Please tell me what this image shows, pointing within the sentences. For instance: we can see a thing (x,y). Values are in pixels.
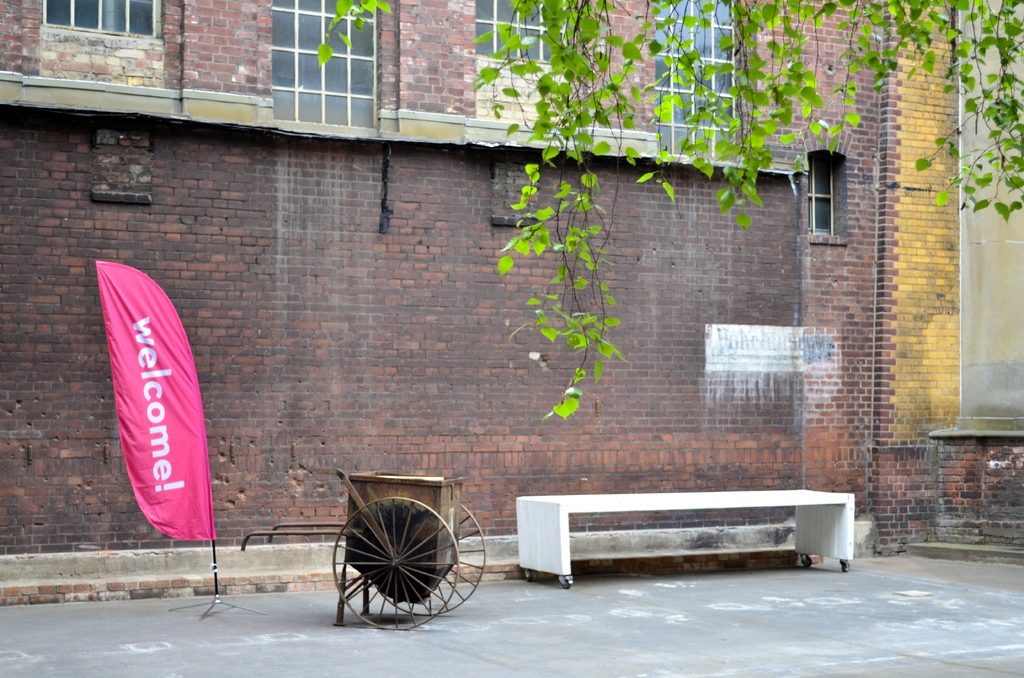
This picture shows a building (241,425) and a hoarding flag (197,533) and a bench (854,518) and a tree (767,133).
